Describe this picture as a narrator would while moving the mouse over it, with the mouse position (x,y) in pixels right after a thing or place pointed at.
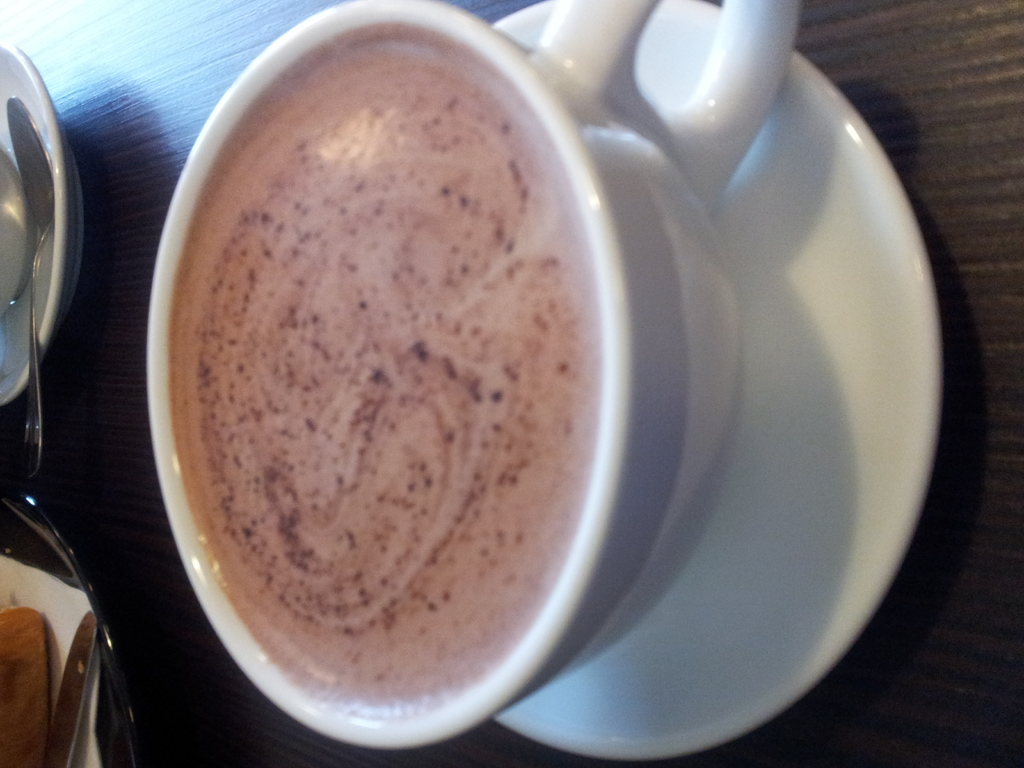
In this picture there is a cup (621,364) of hot chocolate (282,194) in the center of the image (623,379) and there is a spoon (32,212) and saucer (59,283) on the left side of the image (5,61), which are placed on a table (321,765).
